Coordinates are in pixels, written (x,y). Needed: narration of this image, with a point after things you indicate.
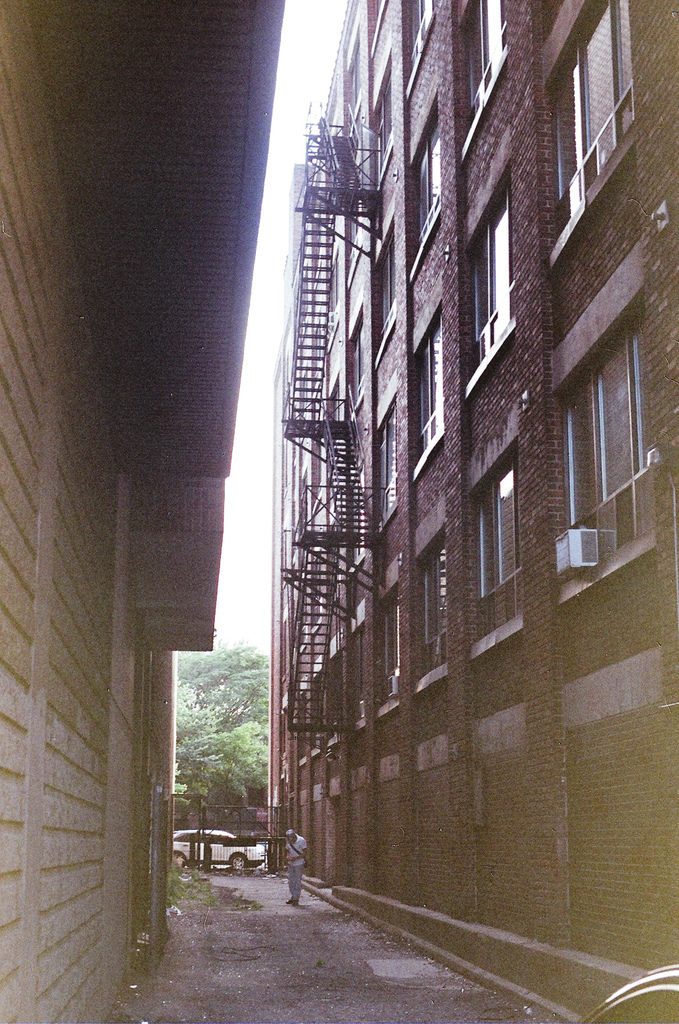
In the picture we can see a path (386,942) between the two buildings (518,389), in the background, we can see a tree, a car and a person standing near the building wall (473,744) and to the building (622,168) we can see some windows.
